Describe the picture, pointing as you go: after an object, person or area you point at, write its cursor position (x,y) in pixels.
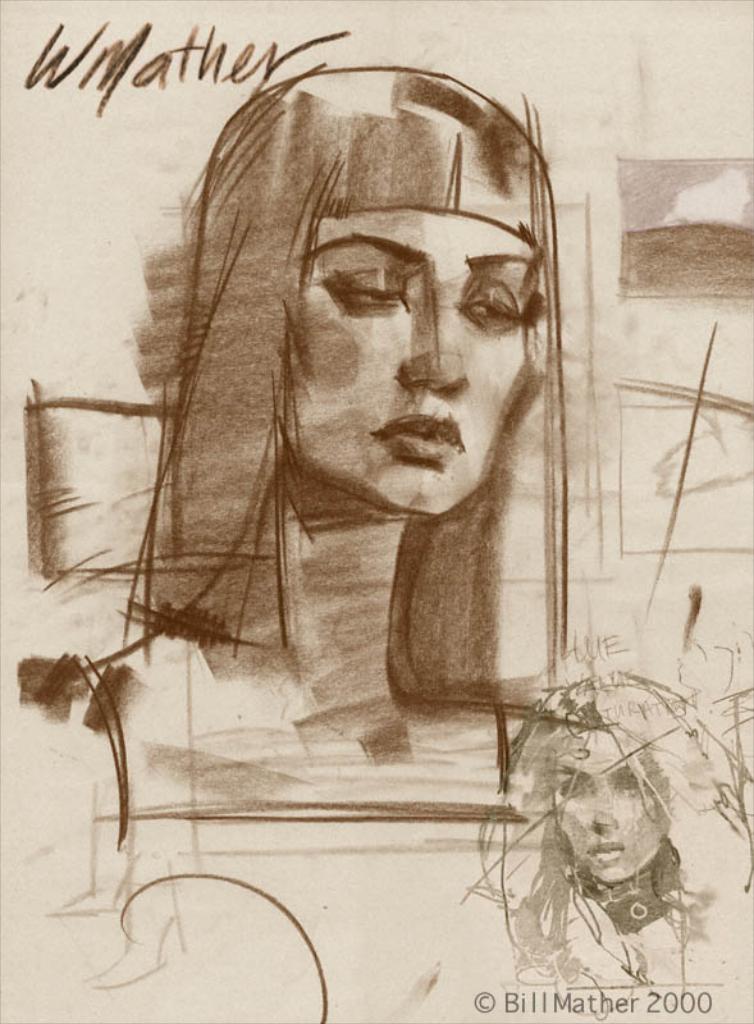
This picture is an edited picture. In this image there is a sketch (127,646) of a woman (296,314). At the top left (185,63) there is a text (171,69). At the bottom right (638,884) there is a sketch (547,805) of a woman (547,856) and there is a text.
